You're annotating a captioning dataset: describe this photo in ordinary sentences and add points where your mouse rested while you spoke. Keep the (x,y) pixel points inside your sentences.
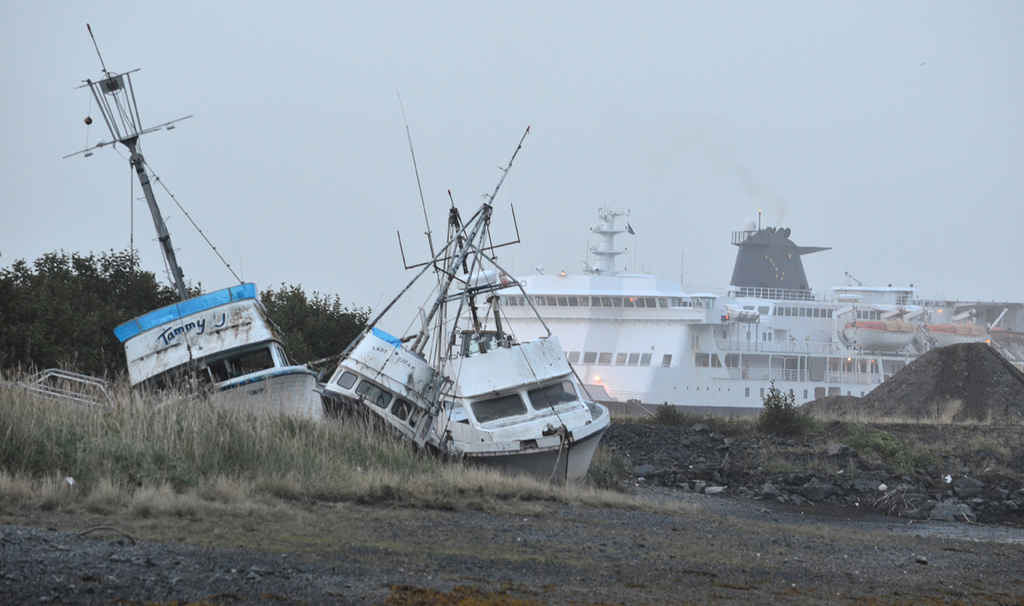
In this picture we can see many boats (366,373) on the ground (556,516). On the right (798,253) we can see the ship (658,288). At the top of the ship (753,239) we can smoke (783,216) which is coming out from the exhaust pipe (772,238). In the background (18,316) we can see the trees (330,329). At the top (745,105) there is a sky (412,37).
